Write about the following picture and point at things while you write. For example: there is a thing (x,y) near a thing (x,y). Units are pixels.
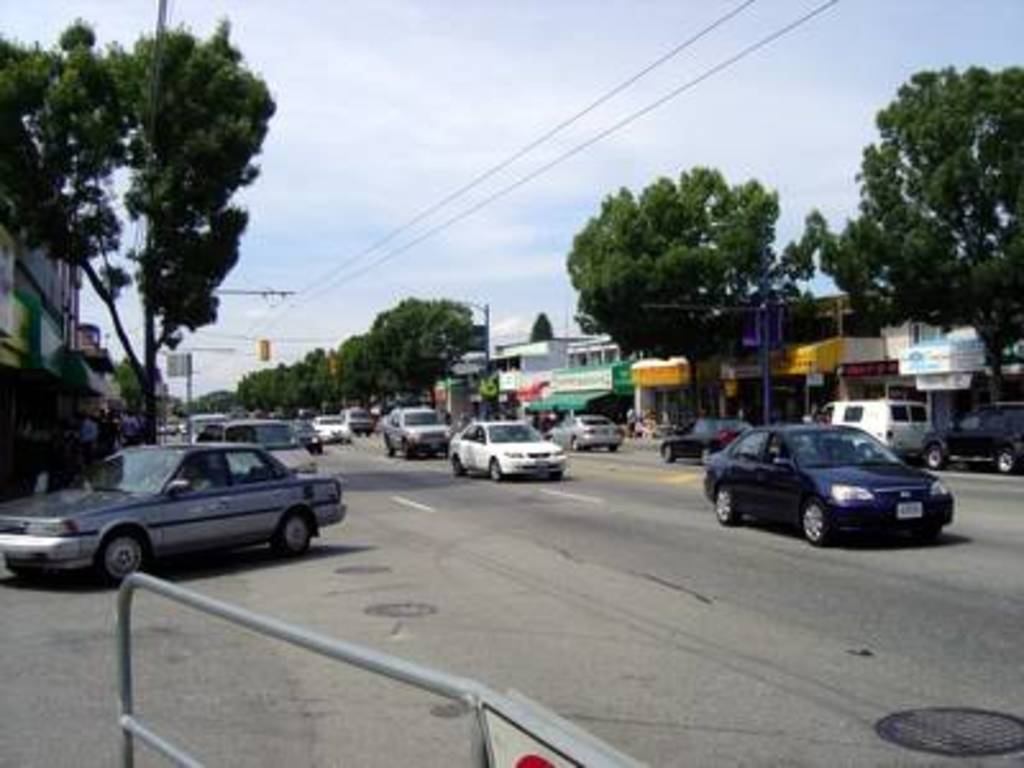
In this image, we can see a few vehicles (903,471). We can see the ground (244,708). We can see some trees (148,168). There are a few poles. We can see some wires (718,24). We can see some boards (912,362) with text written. There are a few houses (789,372). We can see the sky (348,16). We can see the fence (531,729).
